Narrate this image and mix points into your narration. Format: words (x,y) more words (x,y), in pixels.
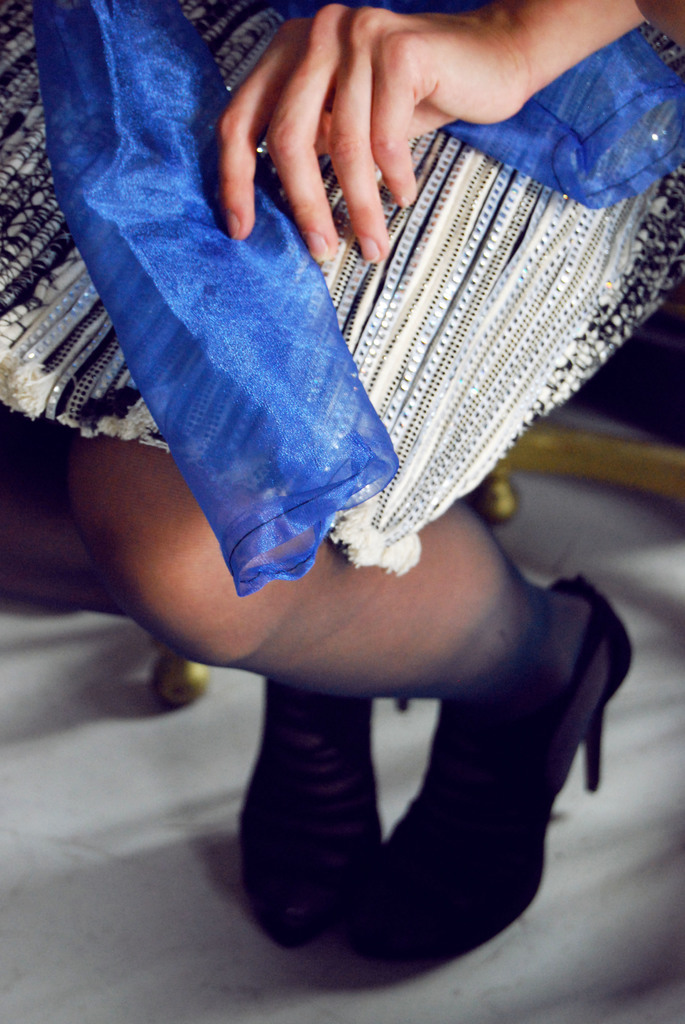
In this image we can see person's legs (312,816) on the floor (237,832).
